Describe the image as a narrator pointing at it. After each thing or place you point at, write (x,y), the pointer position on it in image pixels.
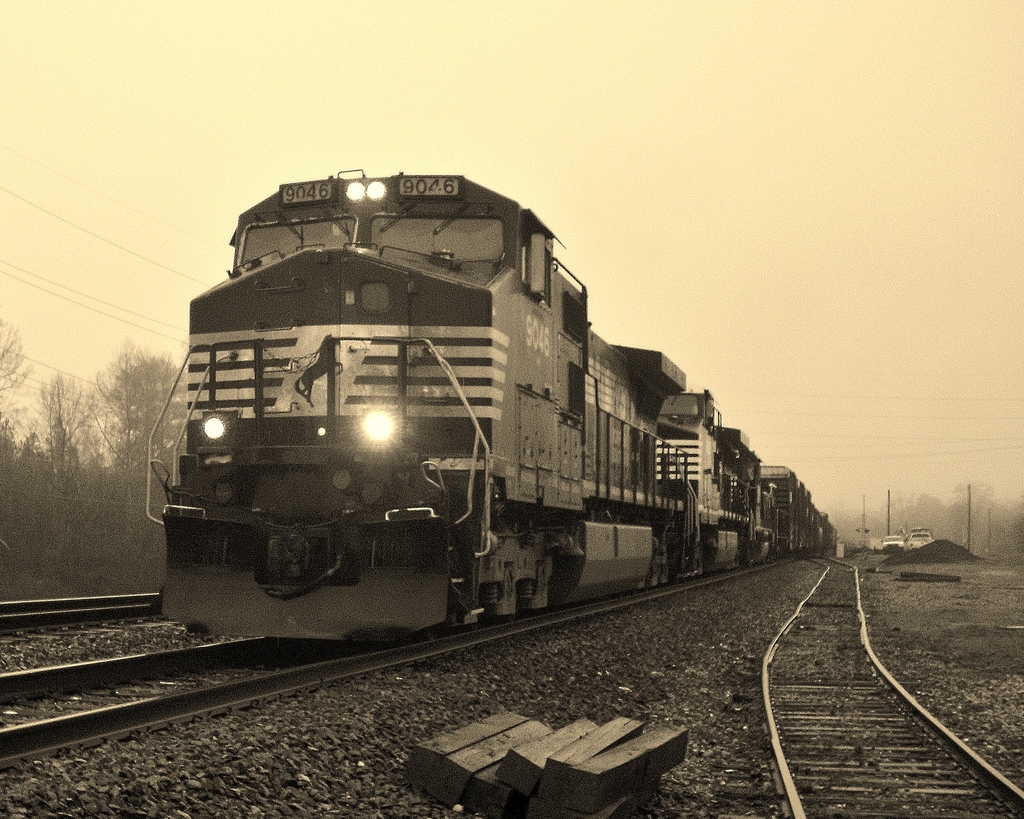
As we can see in the image there is train (544,506), railway track (239,682), cars (911,537), current poles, trees (123,446) and sky (406,93).
